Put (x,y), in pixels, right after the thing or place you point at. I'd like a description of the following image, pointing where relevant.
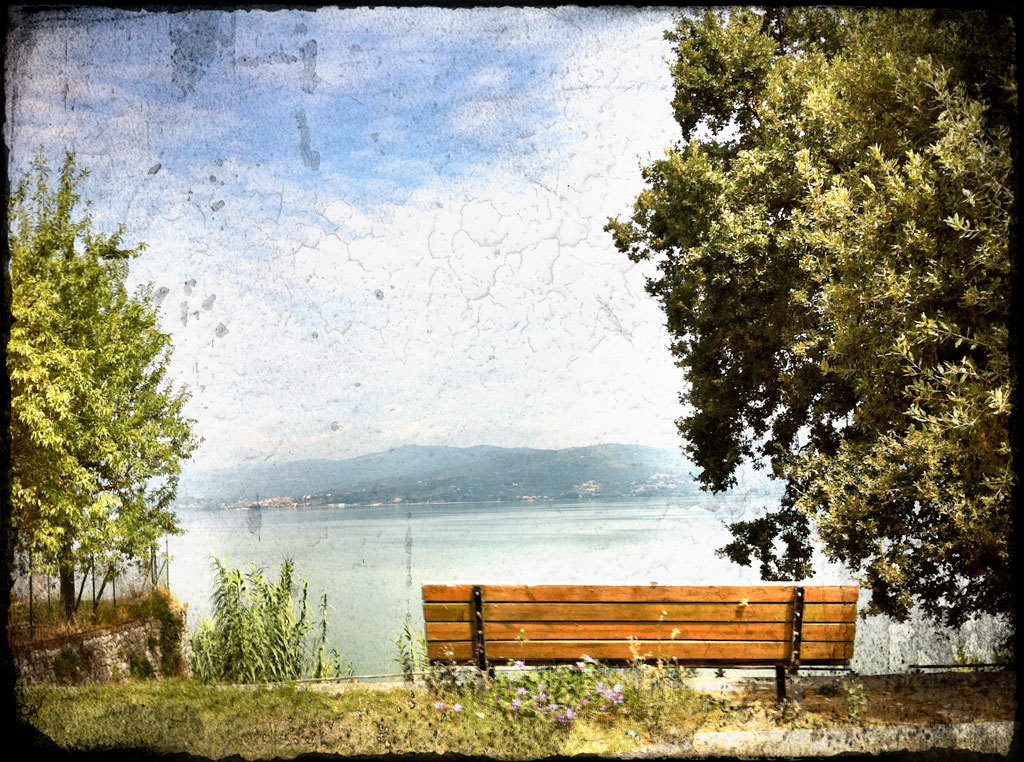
In the foreground of this image (775,642), there are few flowers (583,698), a bench (648,638) and few trees (975,335). In the background (524,535), there is water (612,532), mountains (379,457) and the sky (375,118). We can also see black borders (22,737) to this image.
